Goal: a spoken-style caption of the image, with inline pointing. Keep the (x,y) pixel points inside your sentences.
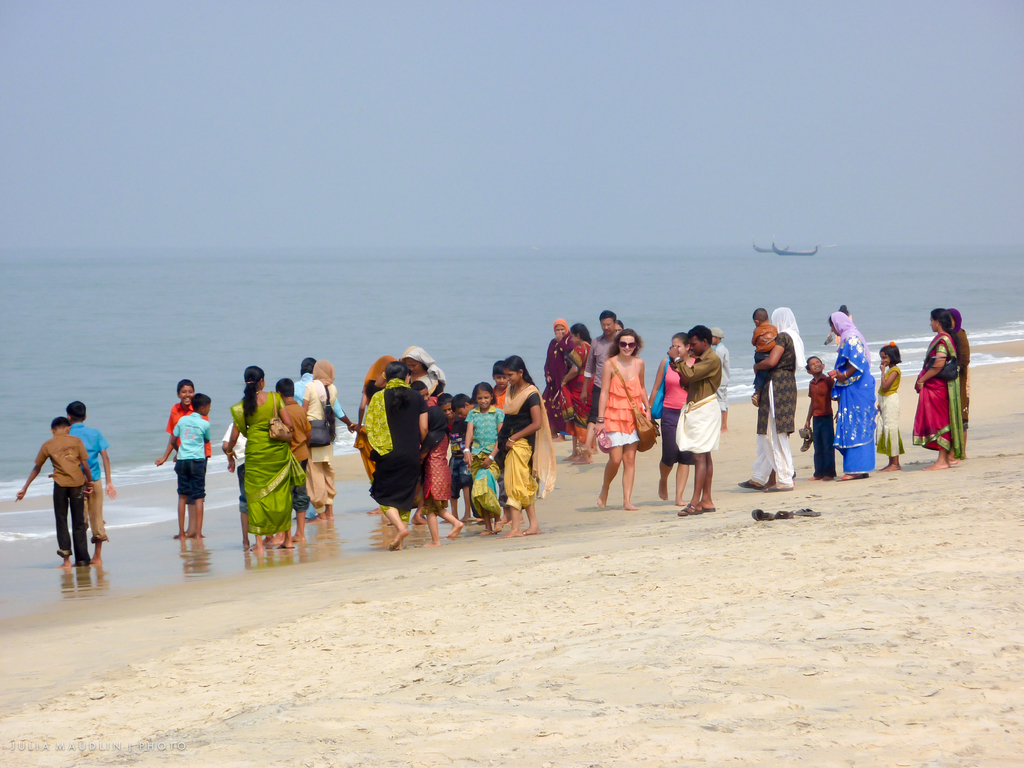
In this picture we can observe some people (817,421) standing in the beach (458,539). There are men (691,386), women (853,387) and children (93,482) in this picture. In the background (356,314) we can observe an ocean (423,293) and a sky (377,144).
